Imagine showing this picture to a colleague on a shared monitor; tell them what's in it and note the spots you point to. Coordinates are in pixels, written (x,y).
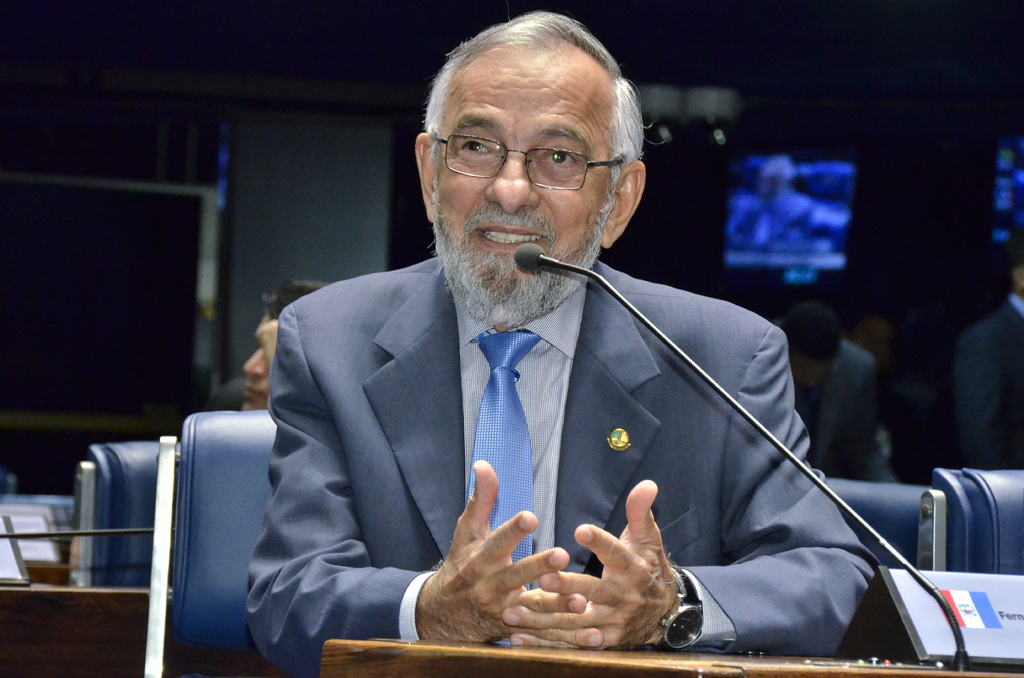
In this image we can see a man (538,546) sitting on the chairs (156,641) and he is talking on the mike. There is a table (902,675). On the table (910,665) we can see a board (976,597). Here we can see chairs (948,537), few people (1018,465), and objects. There is a dark background (779,219) and we can see a screen (801,261).
